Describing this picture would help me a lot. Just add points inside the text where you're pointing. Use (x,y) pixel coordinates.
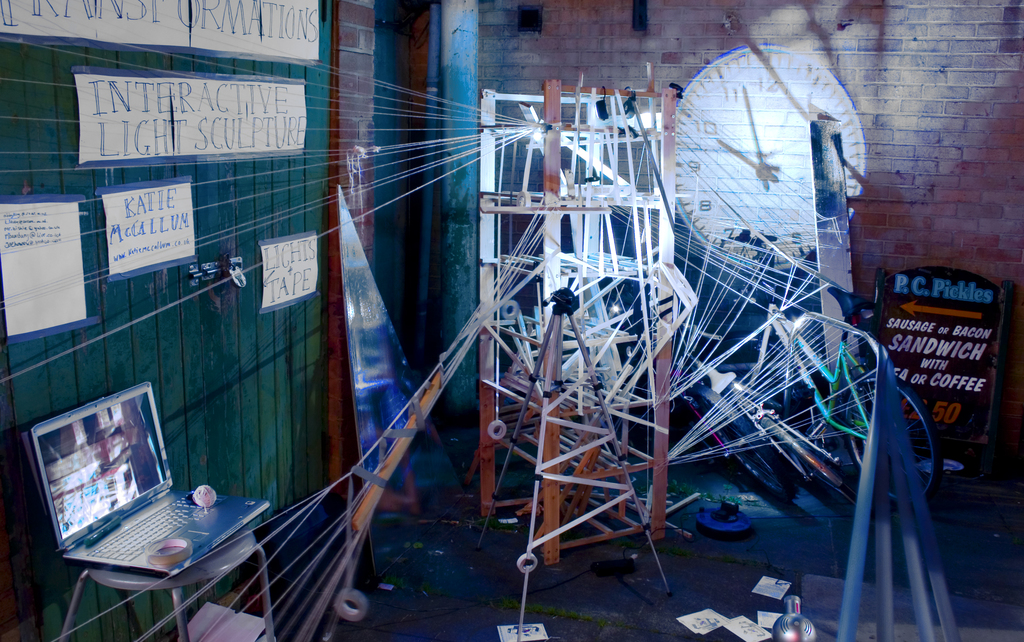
In this picture we can see a laptop (160,528) and a few objects (154,545) on the table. We can see some text (956,296), numbers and a sign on the boards (134,228). There are rods (556,226), a picture (687,162) of a clock (692,121) on the wall (809,163) and other objects (838,153).
